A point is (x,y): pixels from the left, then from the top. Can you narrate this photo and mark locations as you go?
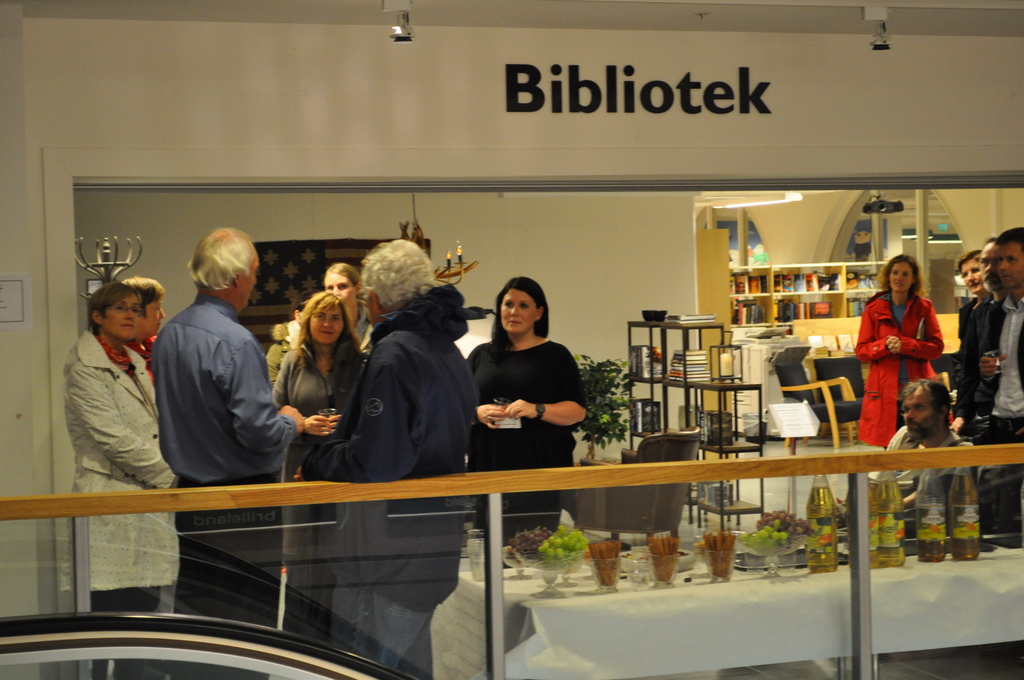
In this picture we can see some people (235,308) are standing and a person (905,446) is sitting and in front of the people (267,404) there is a table (565,611) and on the table (593,625) there are bottles (933,523), bowls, glass (478,538), fruits (517,555) and other things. Behind the people (346,440) there is a houseplant (594,400), books (680,367) and other objects (683,422) in the racks (830,292) and shelves (809,292). At the top (748,104) there is a name board (554,96) on the wall (582,135), chandelier (421,242) and other things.
